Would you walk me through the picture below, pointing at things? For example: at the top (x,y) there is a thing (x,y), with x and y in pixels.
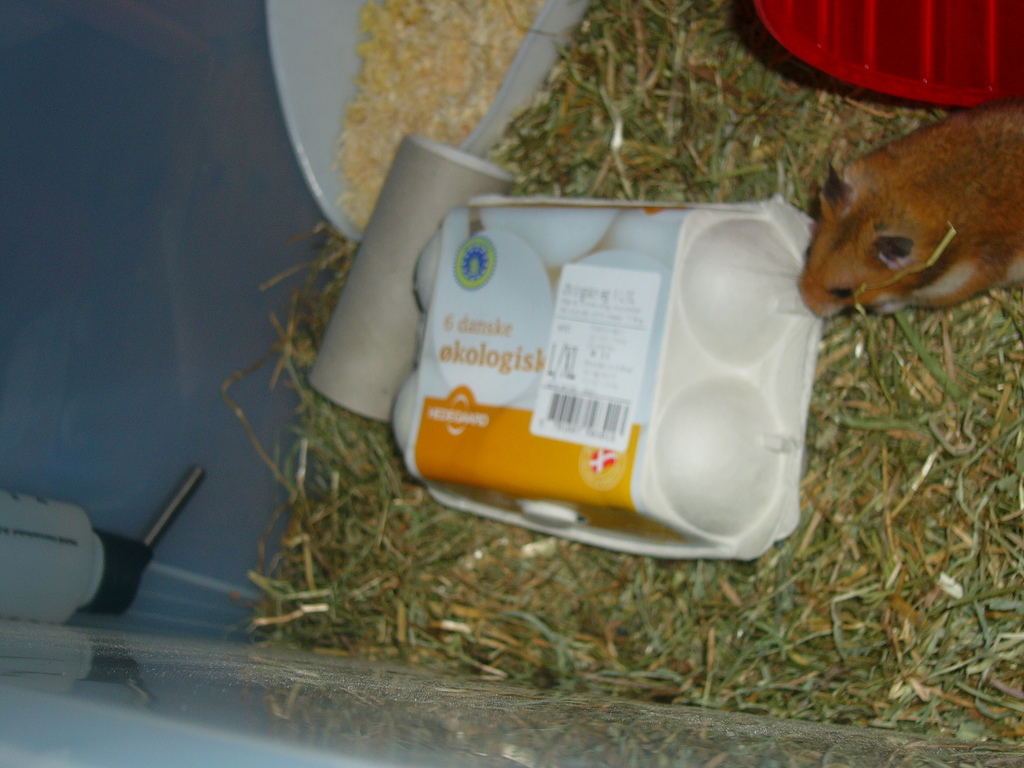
In this image there is floor (786,621). There is grass (564,550). There is a egg tray (593,411). There is a hamster (993,254). At the top (937,62) there is a red color basket (928,50).
